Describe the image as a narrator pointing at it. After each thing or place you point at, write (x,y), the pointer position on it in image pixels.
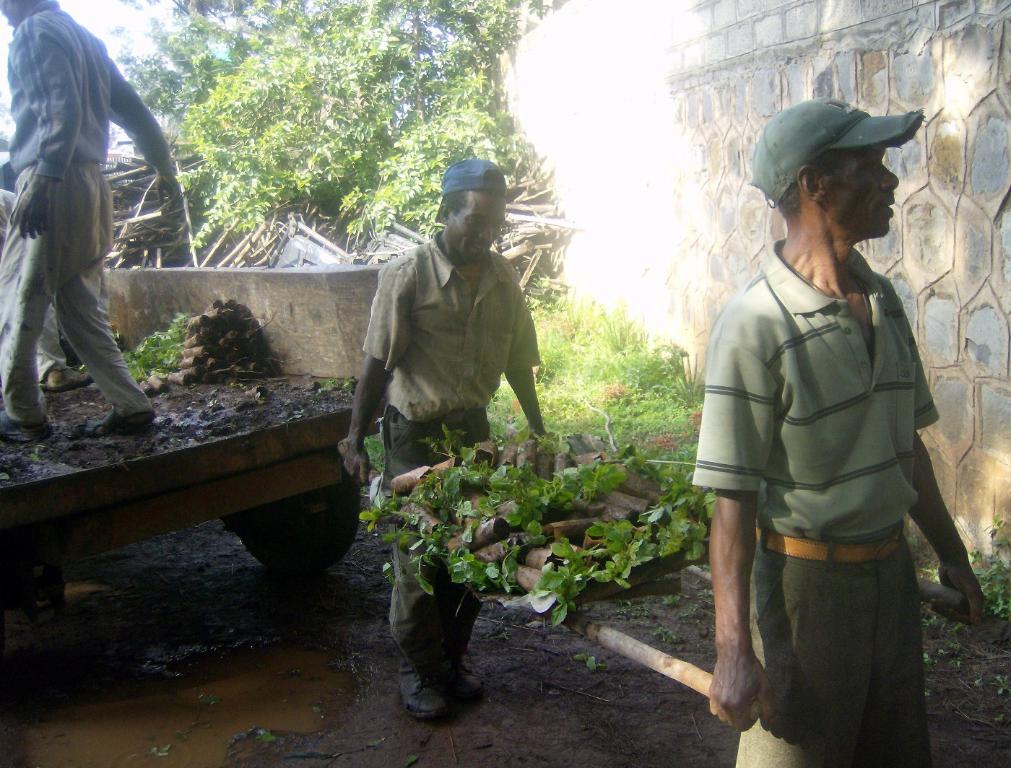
In this image there is a truck (319,443) on the left side (315,460). There is a stone wall (579,12) on the right side (694,131). There are trees (443,140). There is a sky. There are people (737,568).
